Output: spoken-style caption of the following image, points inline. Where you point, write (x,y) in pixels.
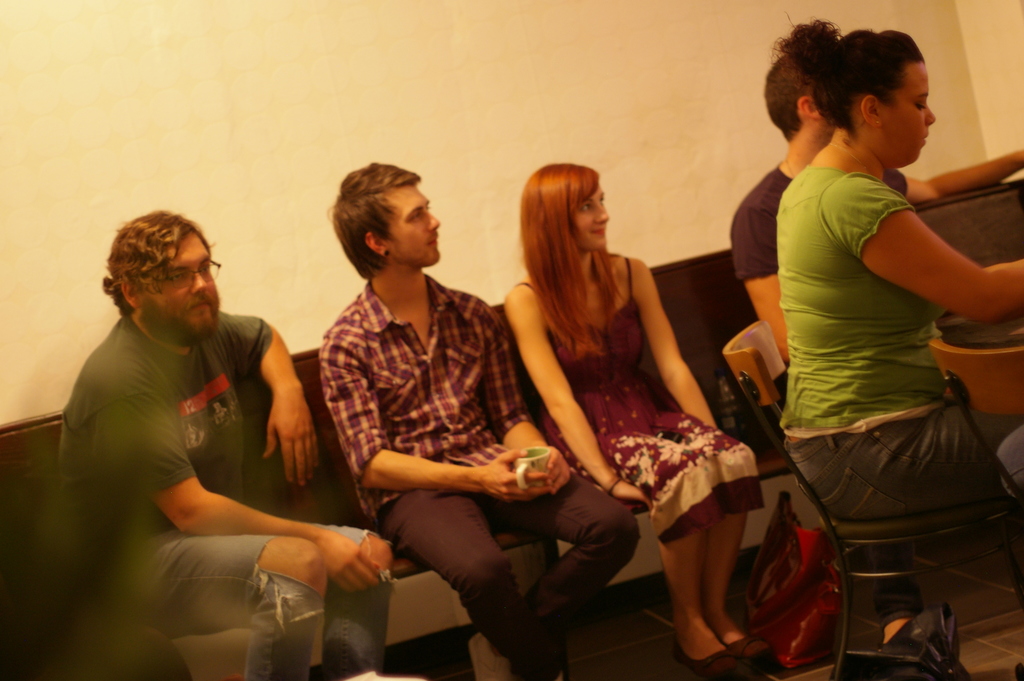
In this picture we can see few people (561,377), they are all sitting, at the bottom of the image (781,571) we can see a bag (786,600).
